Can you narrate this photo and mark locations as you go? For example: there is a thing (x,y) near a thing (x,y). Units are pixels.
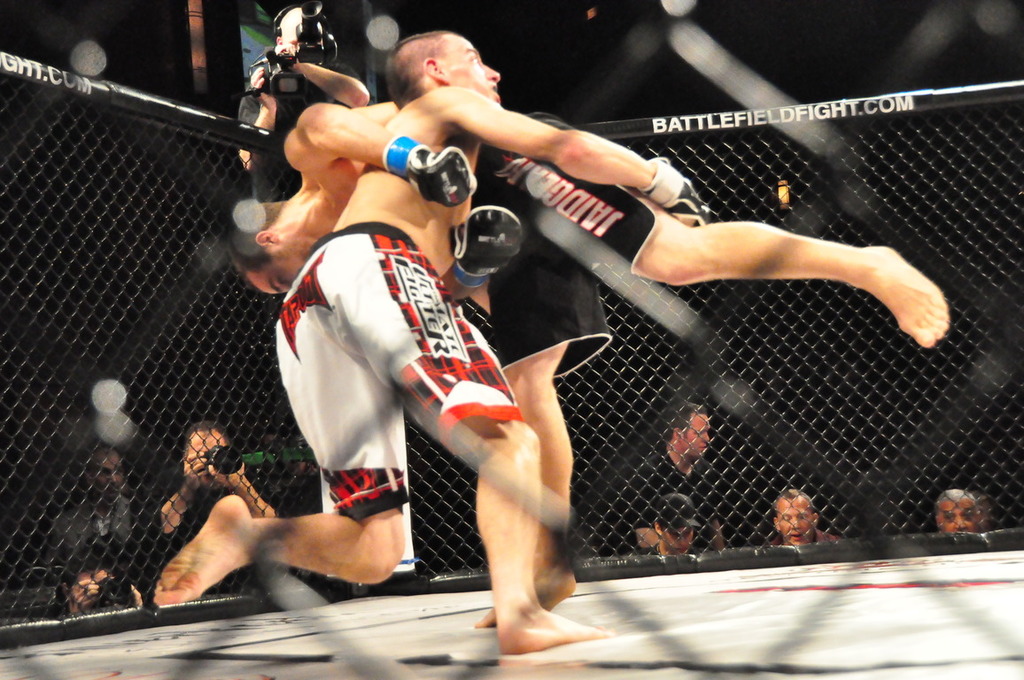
In the center of the image (480,277) we can see two persons (447,430) wrestling on the ground (606,647). In the background (446,520) we can see persons (114,491), camera man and fencing (281,429).
